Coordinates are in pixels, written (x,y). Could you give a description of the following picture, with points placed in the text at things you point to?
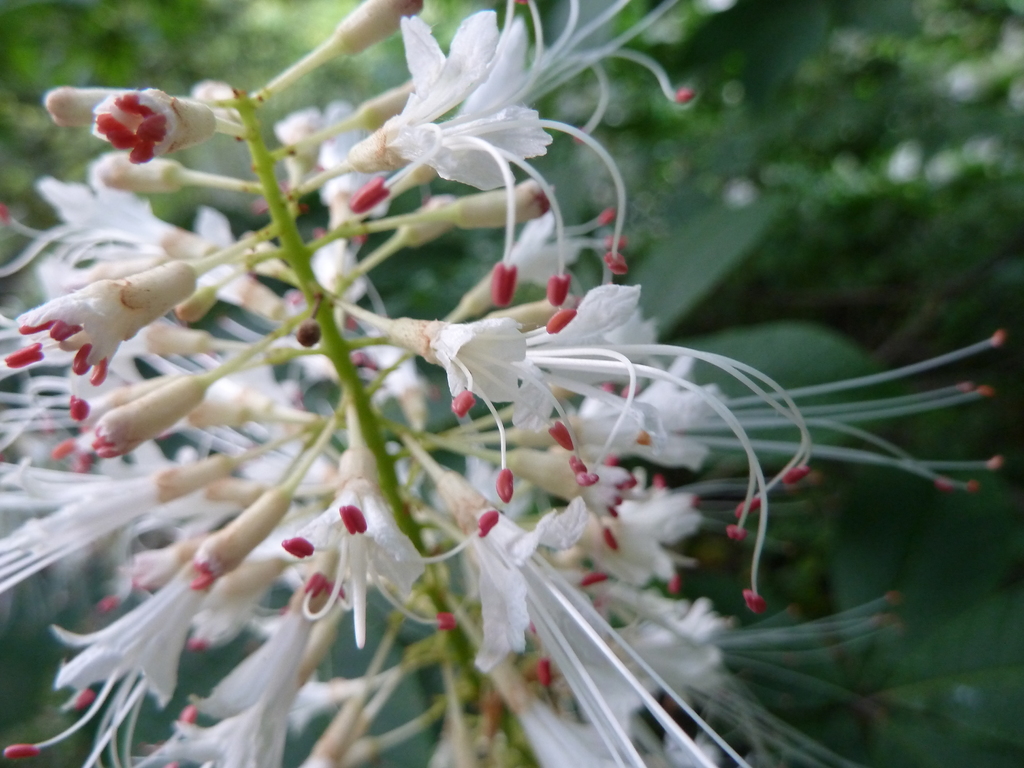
There is a white flower (297,725) and the background (177,29) is blurred.
